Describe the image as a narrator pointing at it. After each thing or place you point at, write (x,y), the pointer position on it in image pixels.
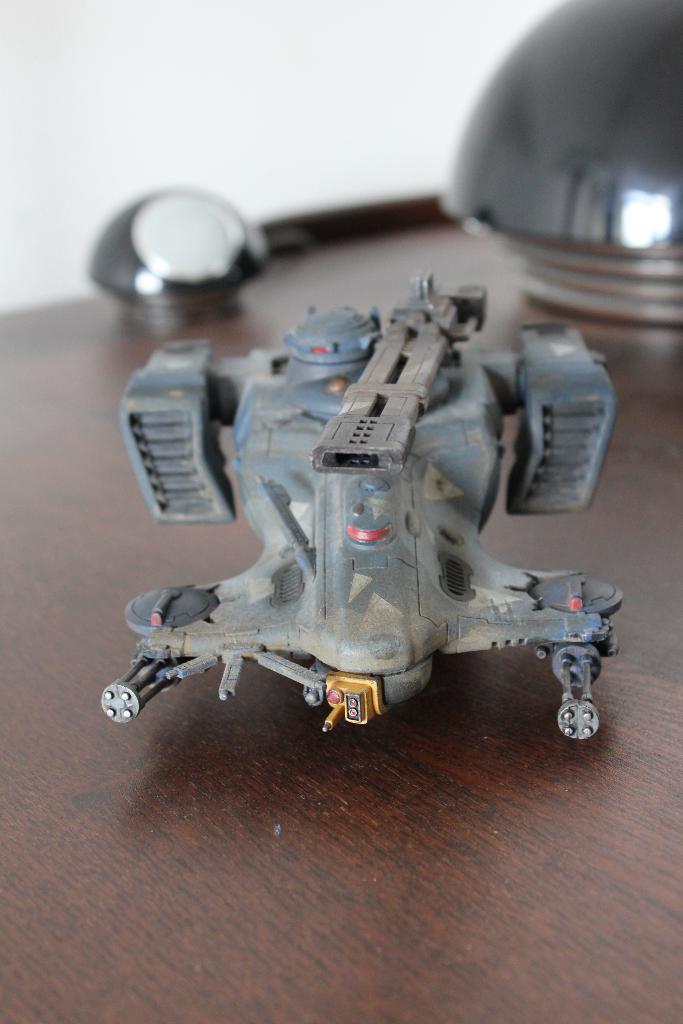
In the center of the image (292,459) there is a toy (270,510) placed on the table (357,728). In the background (339,135) we can see some objects (204,190) and wall (115,86).
